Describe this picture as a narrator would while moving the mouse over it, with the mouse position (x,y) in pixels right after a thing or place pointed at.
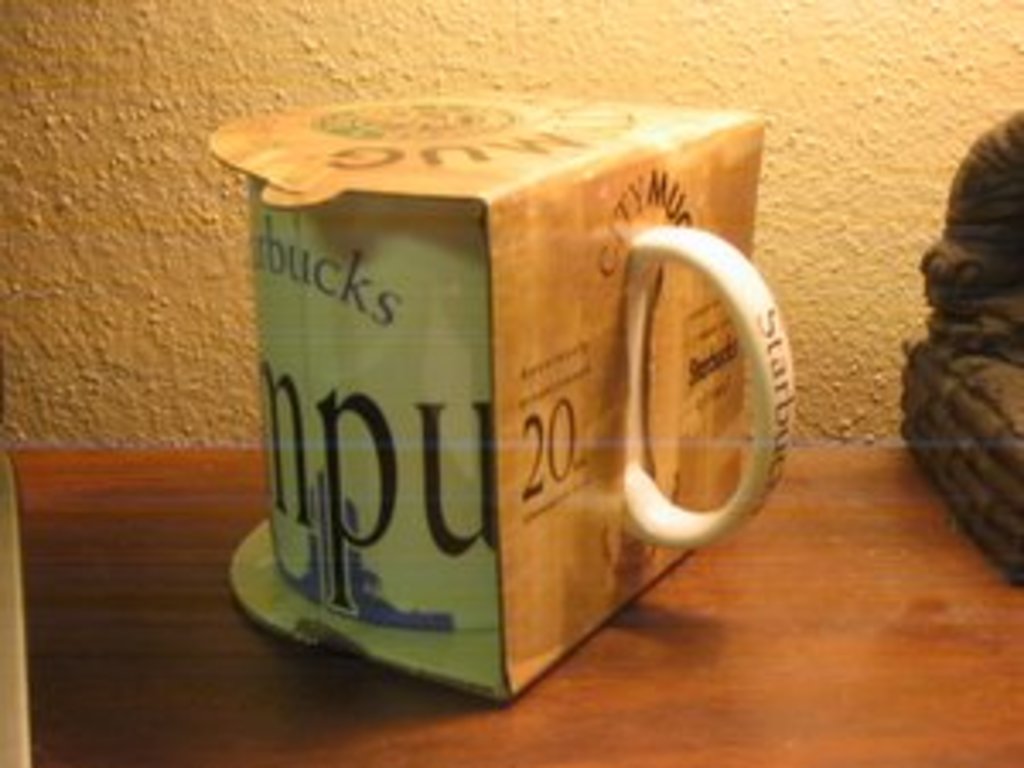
It is a cup (632,324) which is in the box (598,372) made up of paper (584,377) and this is the wall (236,99).
